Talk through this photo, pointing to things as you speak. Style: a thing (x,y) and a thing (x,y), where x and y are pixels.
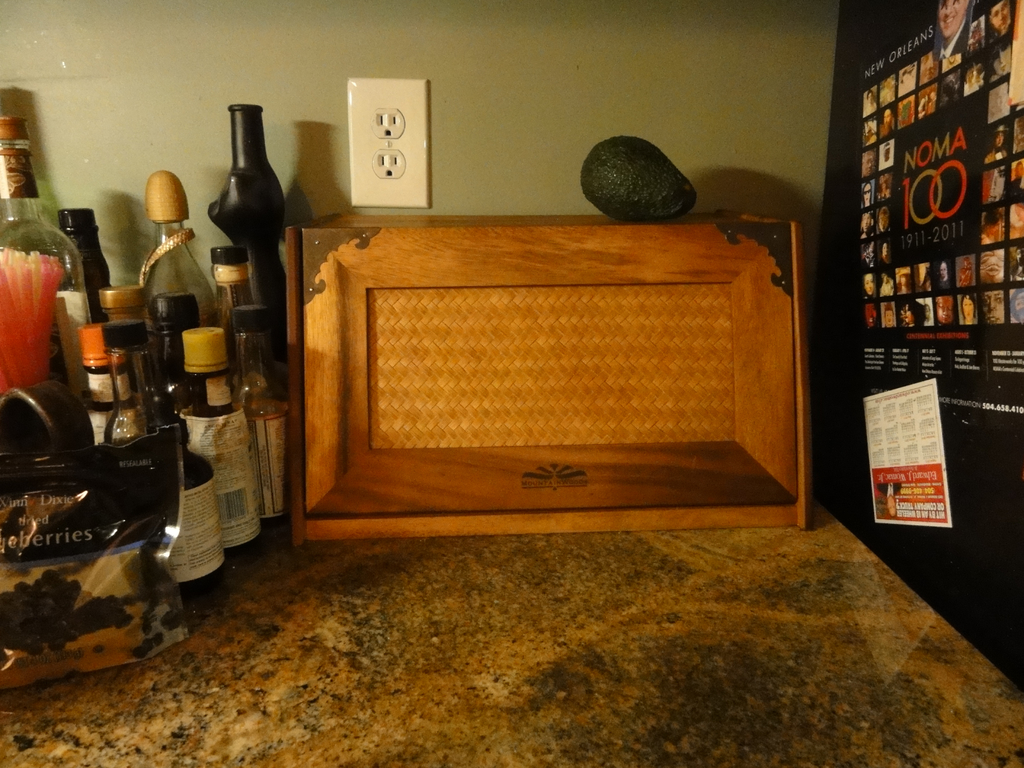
In this picture there is a bread box (341,516) at the center of the image (410,280) and there is a poster board (855,459) at the right side of the image (825,213) and there are glass bottles (282,197) at the left side of the image (13,200) and a switch board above the bread box (405,348) and there is an avocado (589,193) on the bread box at the right side of the image (684,197).
